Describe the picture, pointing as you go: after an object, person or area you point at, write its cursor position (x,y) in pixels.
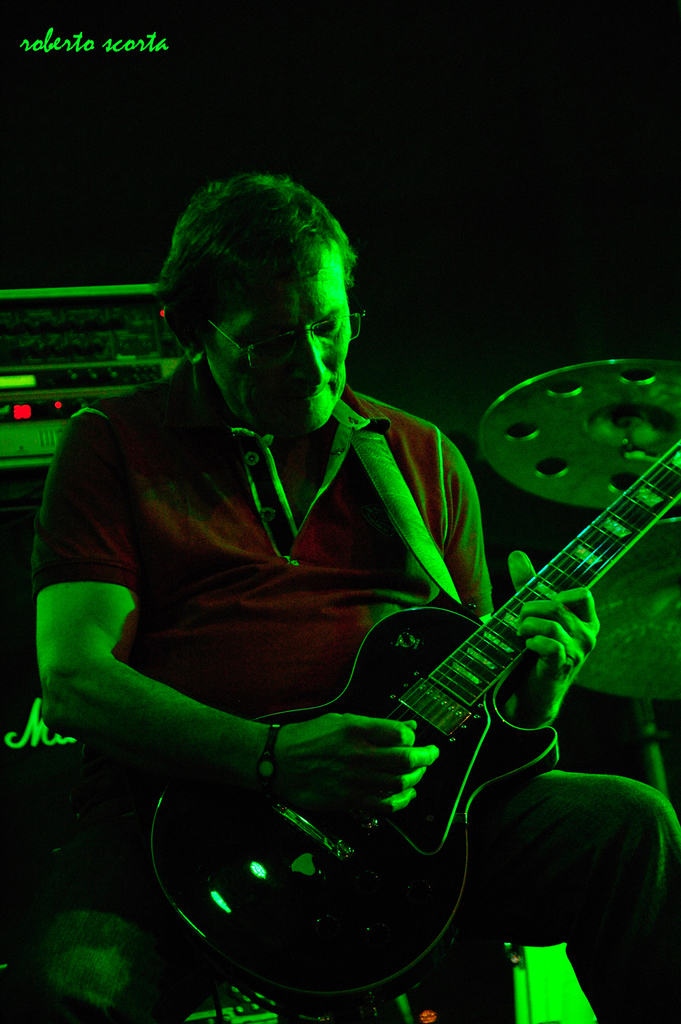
This picture shows a man (373,774) seated and playing a guitar (252,830) and we see drums (646,580) on the side and music instrument (24,414) on the back (73,322) and we see text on the top left corner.
